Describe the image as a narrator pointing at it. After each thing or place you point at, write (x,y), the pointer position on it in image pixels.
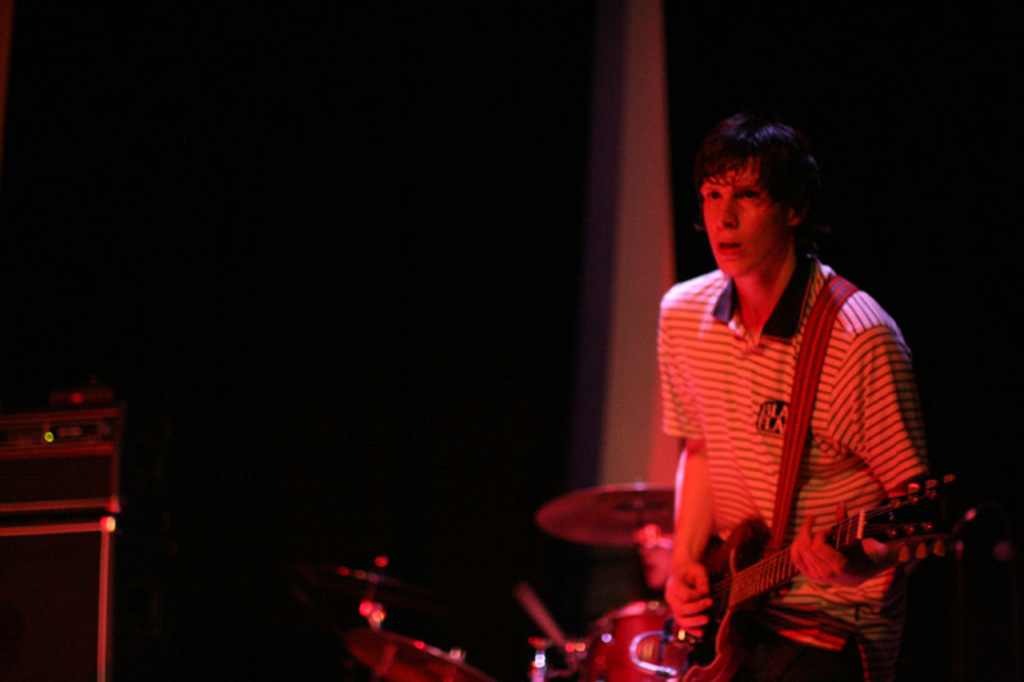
In this image I see a man (735,296) who is wearing t-shirt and I see that he is holding a guitar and in the background (562,643) I see drums (609,527) over here and I see an equipment (56,396) over here and it is a bit dark in the background (904,135).
